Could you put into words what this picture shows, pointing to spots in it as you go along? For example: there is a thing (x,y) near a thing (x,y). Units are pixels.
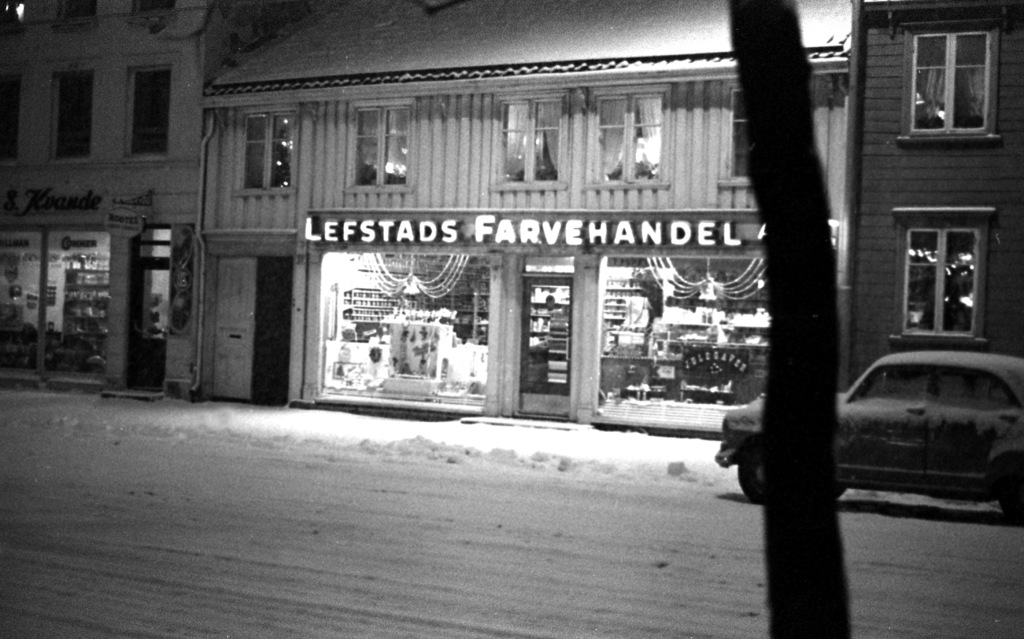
We can see tree trunk (798,419) and car (755,468) on the surface (696,481). In the background (688,387) we can see buildings (107,161), windows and door (227,287).
